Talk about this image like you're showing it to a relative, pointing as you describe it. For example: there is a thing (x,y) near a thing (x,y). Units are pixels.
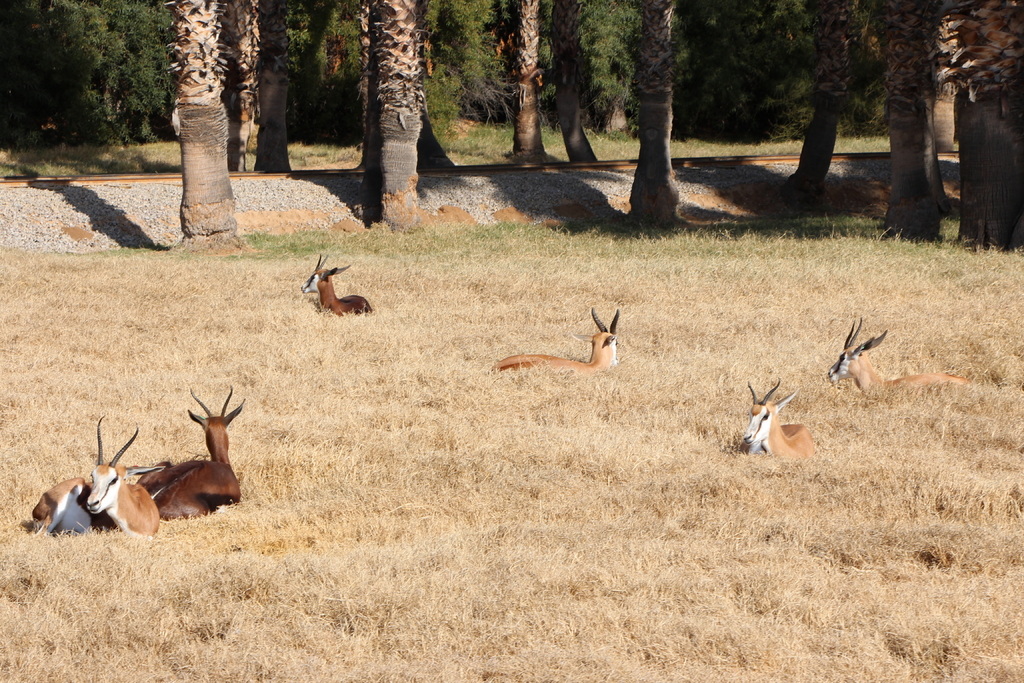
In this picture we can see few animals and dried grass (468,498), in the background (476,39) we can find few trees (528,111) and stones (88,200).
